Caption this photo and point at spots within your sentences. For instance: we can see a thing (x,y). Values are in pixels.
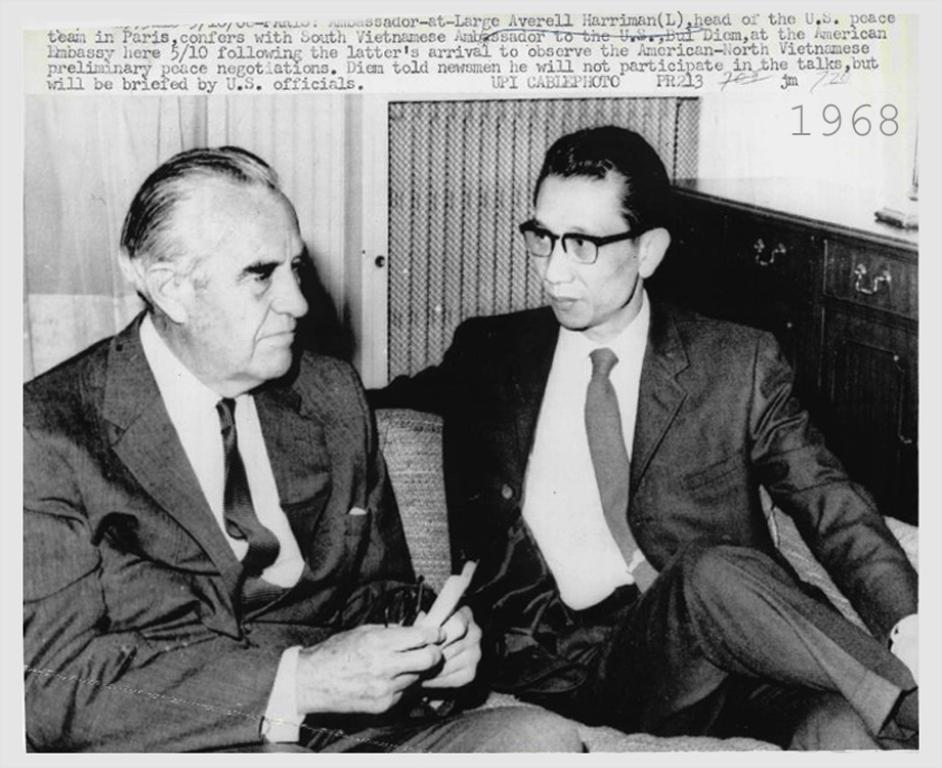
In this picture we can see poster (153,378), in this poster (149,431) there are two men (470,452) sitting on sofa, behind these two men (558,279) we can see cupboards (801,264). At the top of the image (659,34) we can see some information (882,20).
